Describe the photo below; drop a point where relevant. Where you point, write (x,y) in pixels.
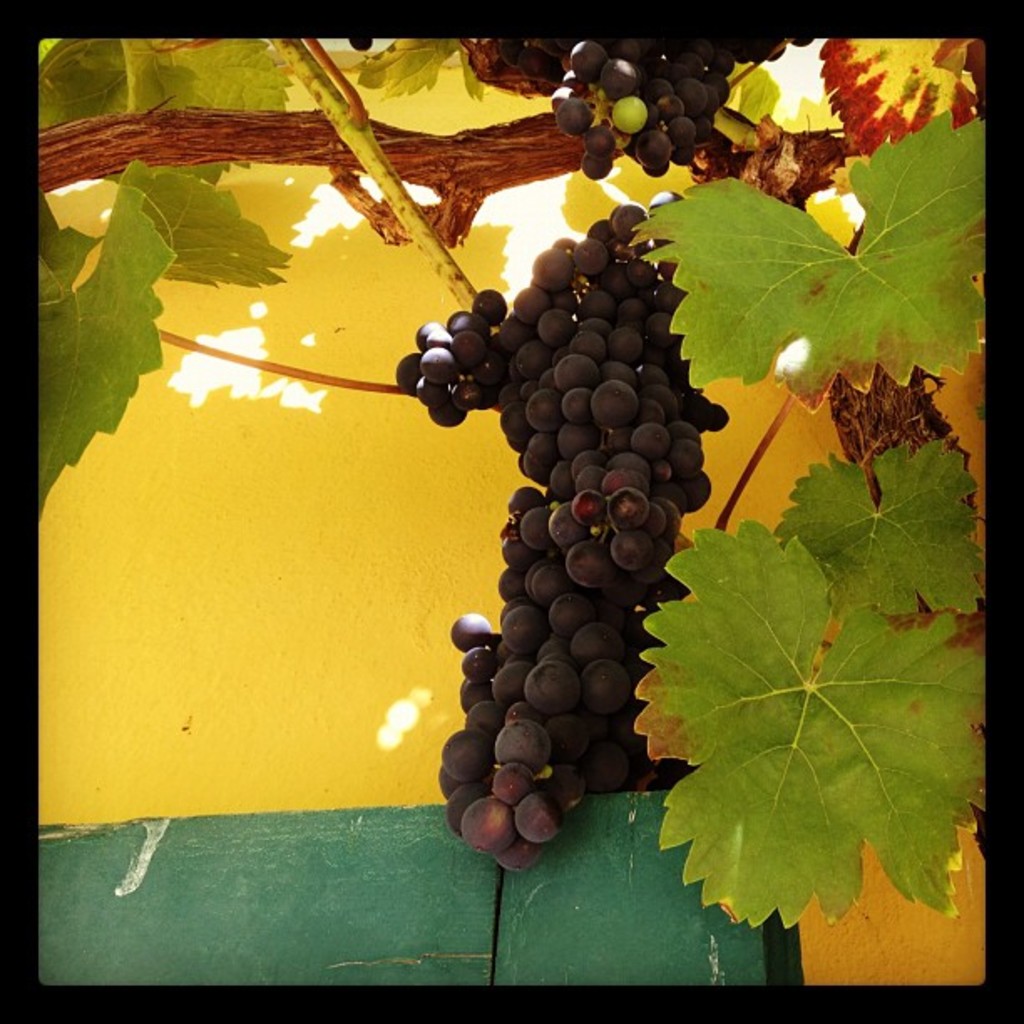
In this image there is a grape tree (644,726). In the tree (114,284) there are grapes (605,680). In the background (327,628) there is yellow wall (280,612).
